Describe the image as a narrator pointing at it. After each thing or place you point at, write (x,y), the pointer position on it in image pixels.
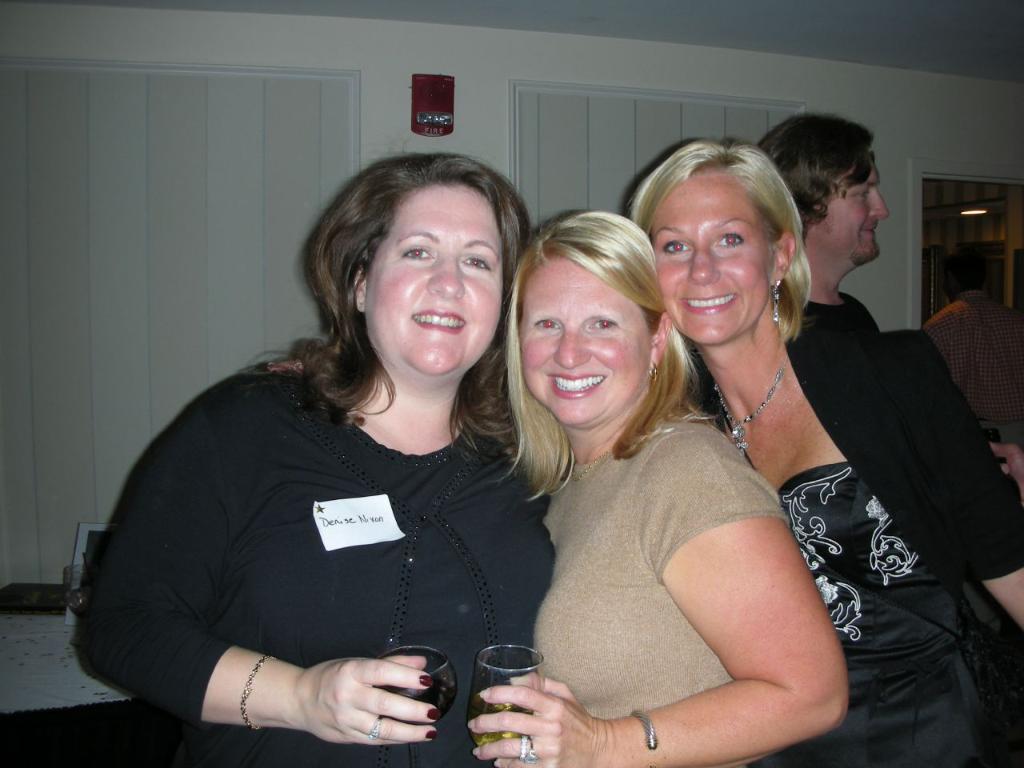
This is an inside view. Here I can see three women (468,323) are smiling, holding glasses (524,664) in their hands (533,706) and giving pose for the picture. On the right side (981,366), I can see two persons (867,235). One person (846,246) is smiling and looking at the right side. In the background (635,164) there is a wall (285,110).
